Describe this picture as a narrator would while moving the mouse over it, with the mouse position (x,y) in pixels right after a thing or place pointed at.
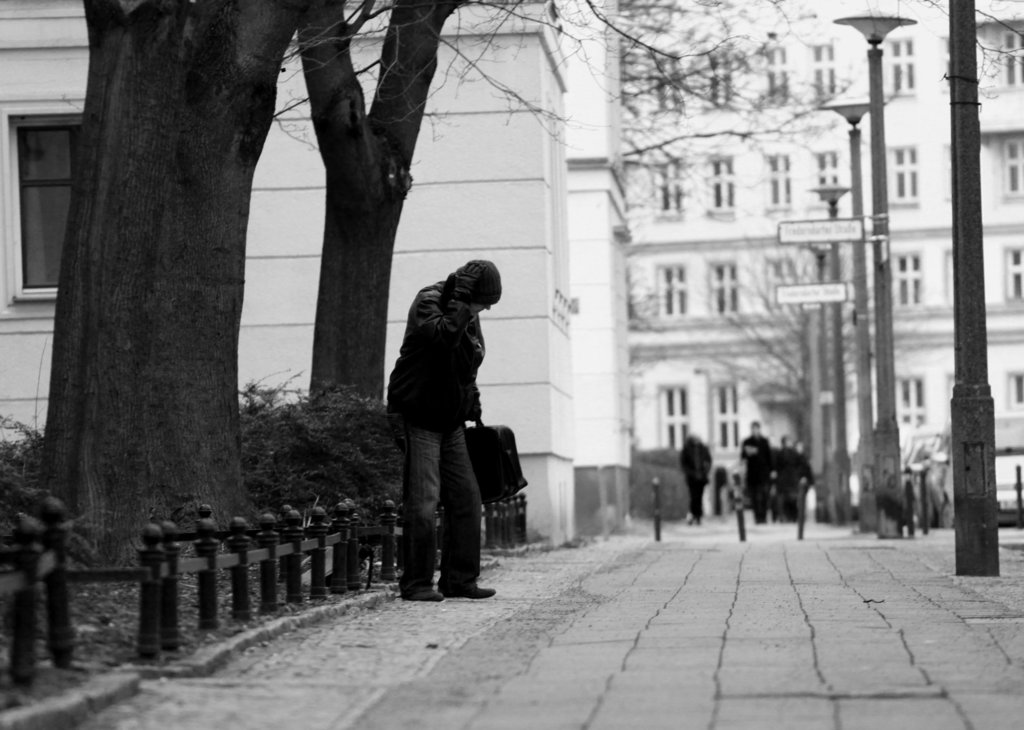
In this image we can see black and white picture of the group of people (800,462) on the ground (759,532). One person (431,406) is standing and holding a bag (508,446) in his hand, we can also see some poles (350,578), boards (845,234) with some text (828,232) and some trees (137,239). On the right side of the image (917,465) we can see some vehicles (1005,460) parked on the ground (937,565). In the background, we can see buildings (683,303) with windows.
